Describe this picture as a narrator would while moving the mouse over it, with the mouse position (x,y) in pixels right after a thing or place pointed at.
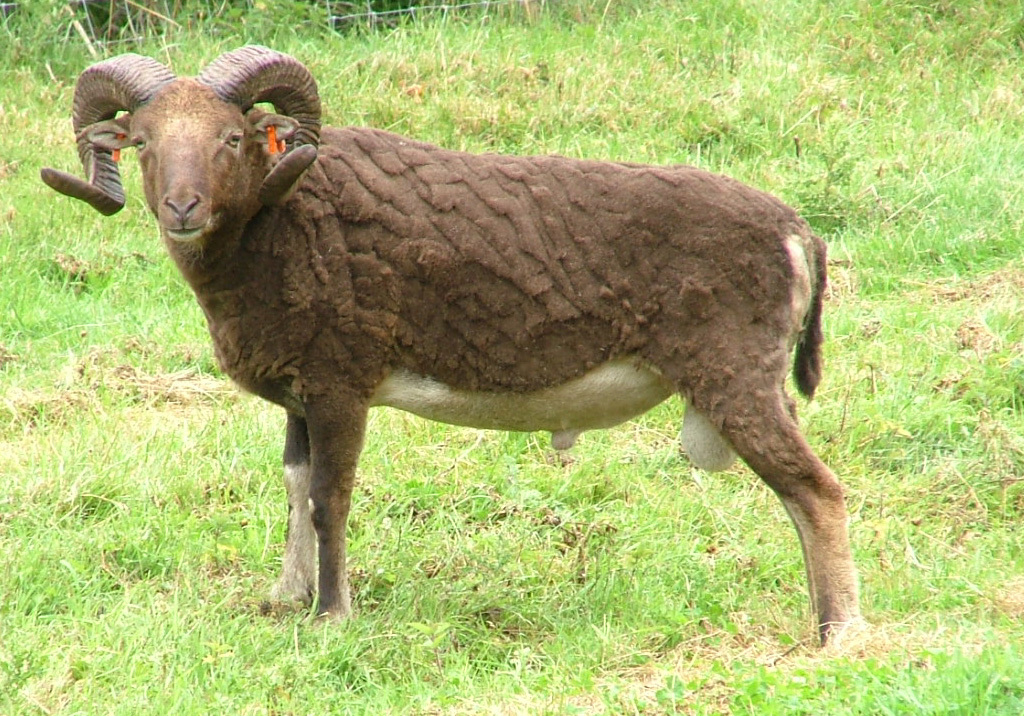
In this image I can see a sheep (328,346) is standing on the ground (504,566). At the bottom (899,677) I can see the grass (889,689).
